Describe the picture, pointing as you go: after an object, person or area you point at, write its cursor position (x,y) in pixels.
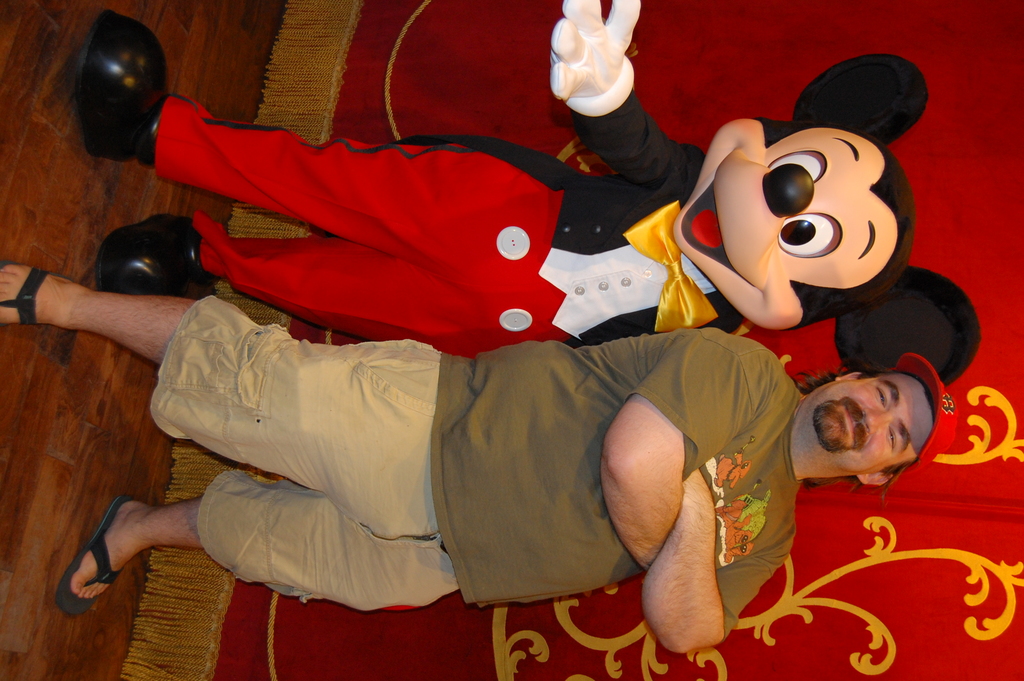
In this image I can see a man (568,426) is standing and behind him I can see the mickey mouse (588,72) is standing. I can also see the man (588,353) is wearing a t-shirt (705,388), shorts (229,358), slippers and a red colour cap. In the background (509,37) I can see a red colour curtain (561,115).
